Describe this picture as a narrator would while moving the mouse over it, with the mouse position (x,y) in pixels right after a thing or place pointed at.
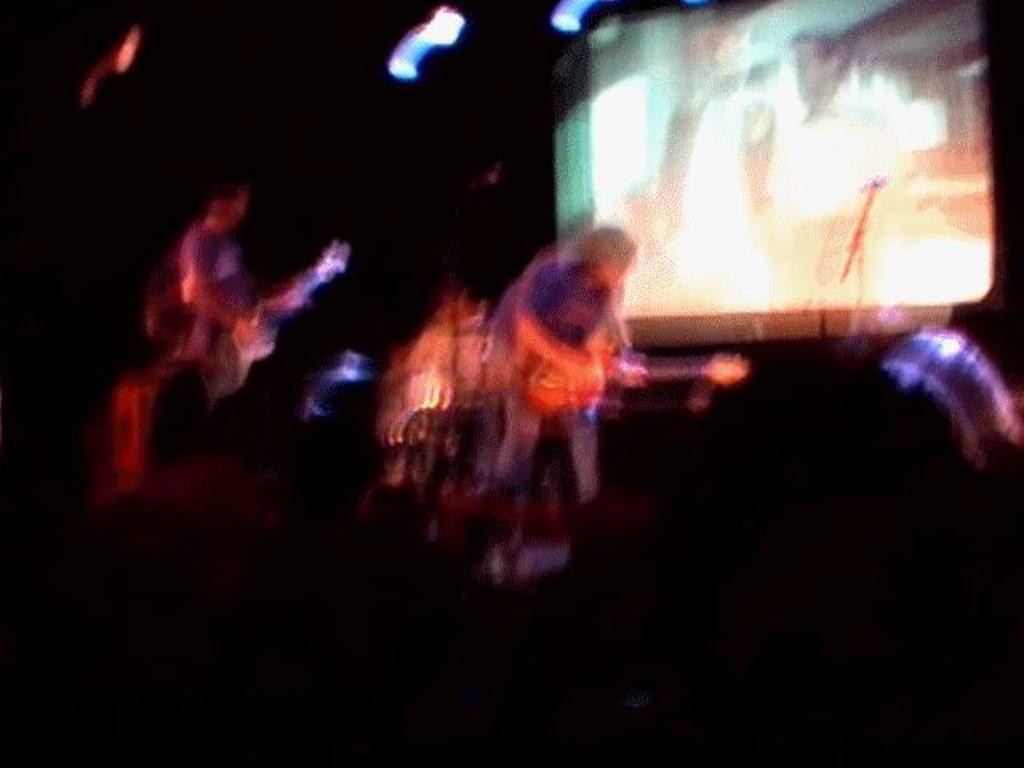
The image is blurred. The image consists of a band (220,271) performing, we can see people (557,341) playing guitars (553,378). In the background (704,98) there is a screen (785,133).
